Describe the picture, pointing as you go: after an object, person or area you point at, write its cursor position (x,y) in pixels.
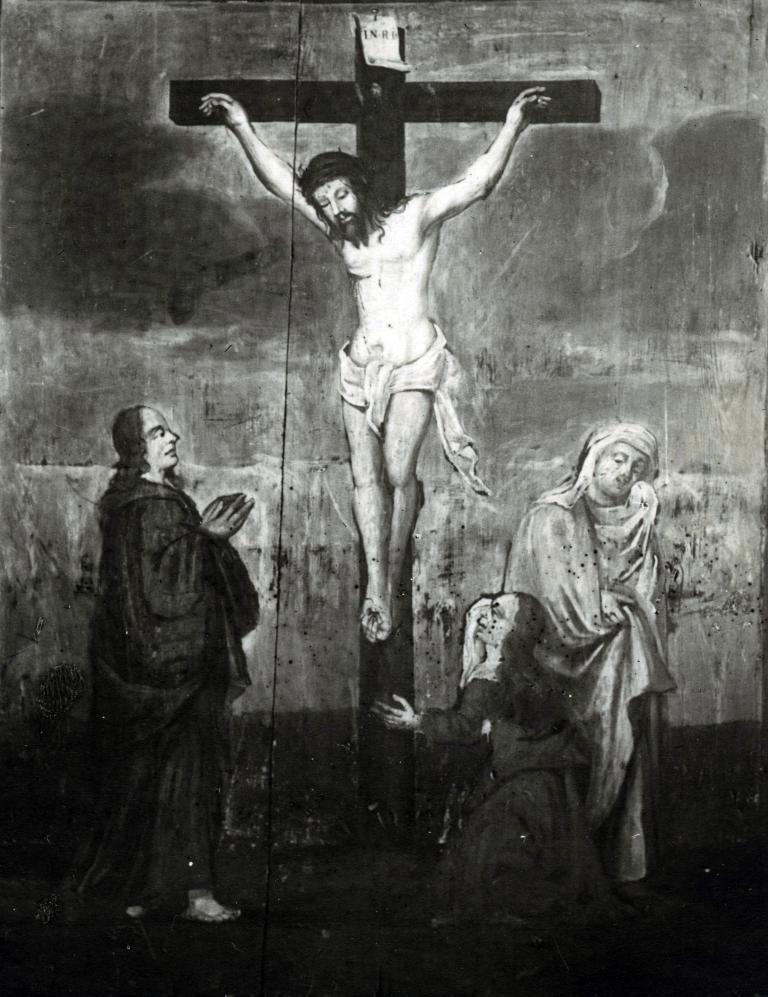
In the picture I can see a sketch (344,454) of the Jesus (367,268) and some other persons (518,608). The picture is black and white in color.
